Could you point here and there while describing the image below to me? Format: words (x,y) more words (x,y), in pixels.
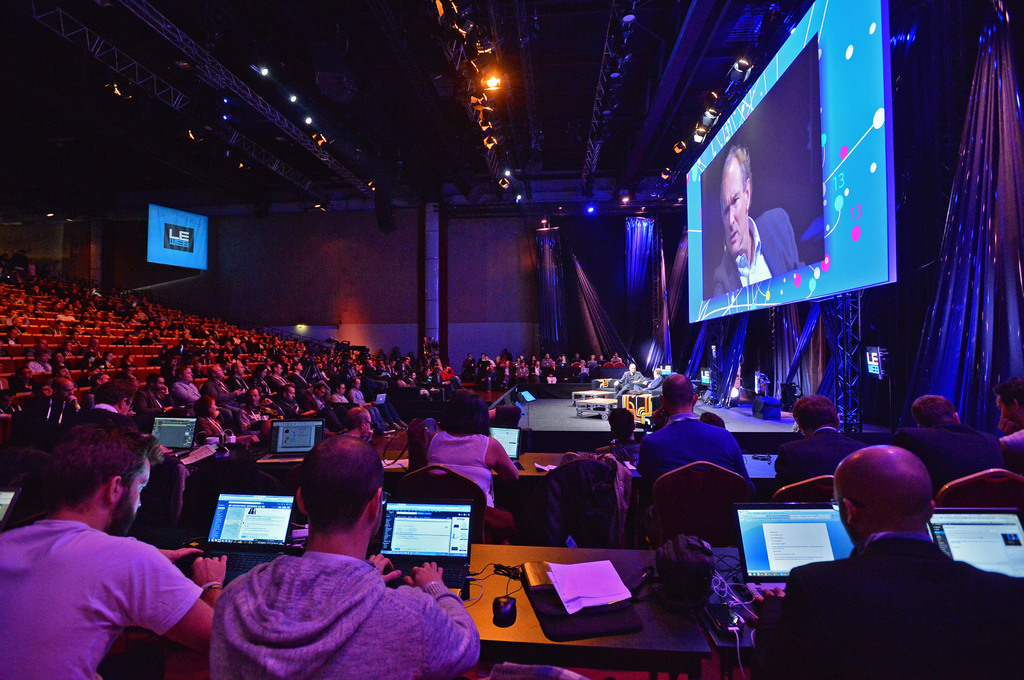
In this image we can see the people (344,492) sitting. And we can see laptops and some other electronic gadgets (518,571). And we can see the screen (736,144). And we can see the metal framing (469,88). And we can see the lights (494,77) and the curtains (915,388).
